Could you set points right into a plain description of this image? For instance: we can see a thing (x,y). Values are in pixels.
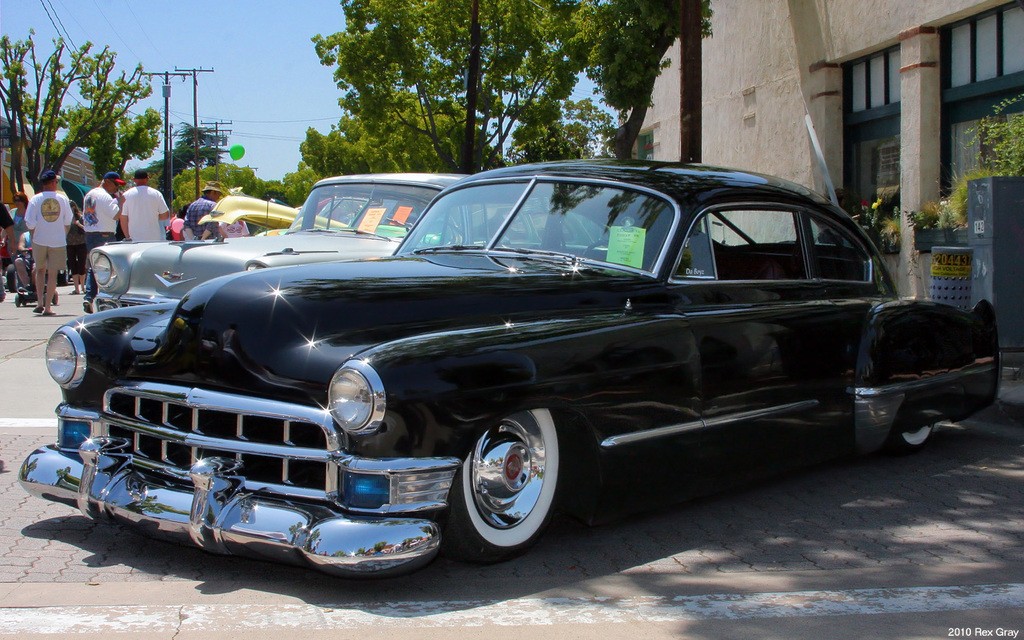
There are two cars (270,335) present in the middle of this image (592,301). There is a group of people (120,226) on the left side of this image (88,227). We can see trees (582,116) and a building (794,151) in the background (874,139) and there is a sky (226,69) at the top of this image (229,68).
